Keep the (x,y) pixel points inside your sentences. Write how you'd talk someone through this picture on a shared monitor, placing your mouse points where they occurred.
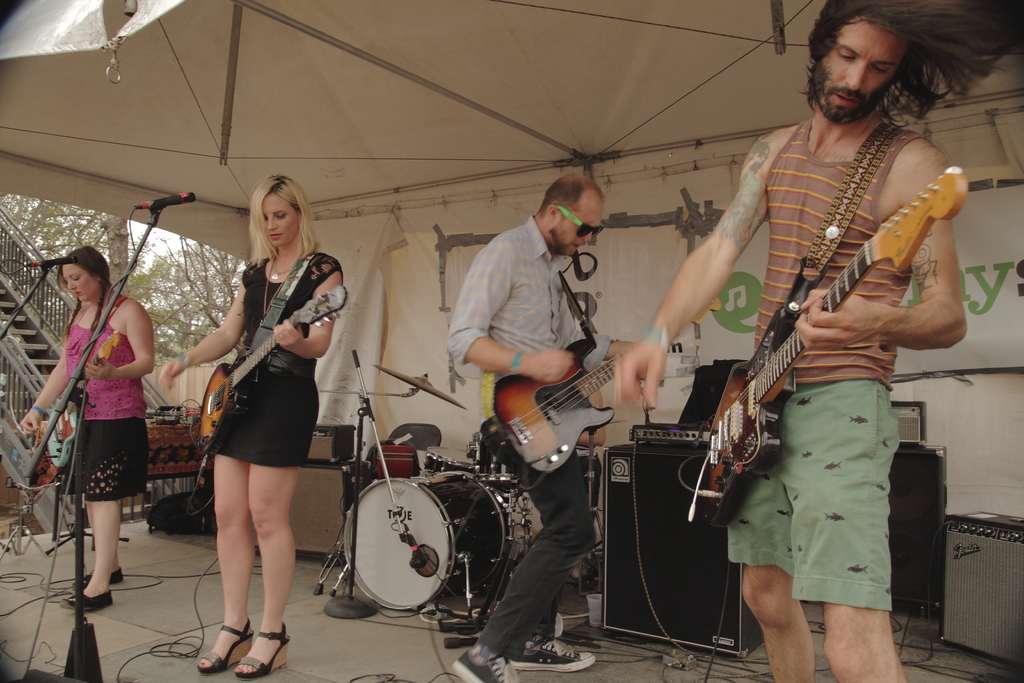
This picture shows four people (745,591) two men (888,5) and two woman (128,378) playing guitar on the dais (159,552) and we see two microphones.
